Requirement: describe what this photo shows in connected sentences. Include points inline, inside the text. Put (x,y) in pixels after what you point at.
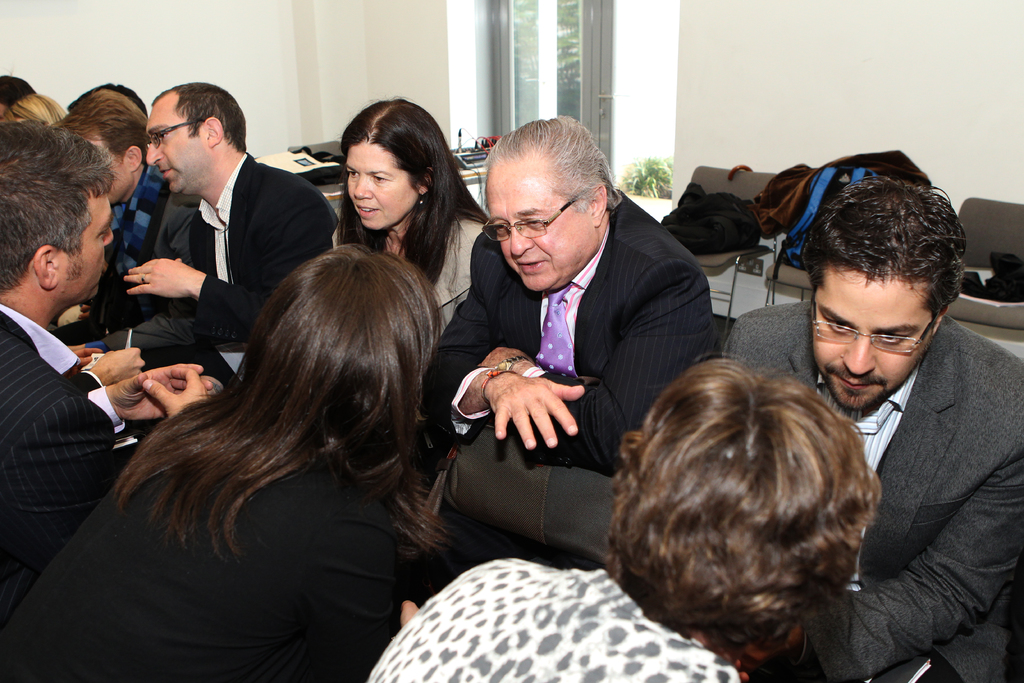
In a room (361,110) there are a group of people (379,125) sitting together, all of them were discussing something and behind them there are many bags (824,189) and coats (726,200) kept on the chairs (974,236), on the left side (327,179) there is a table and some objects (330,160) were kept on the table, in the background (804,95) there is a wall (819,59) and there is a door (561,82) beside the wall (306,26). Behind the door (580,67) there is a plant (647,183).
